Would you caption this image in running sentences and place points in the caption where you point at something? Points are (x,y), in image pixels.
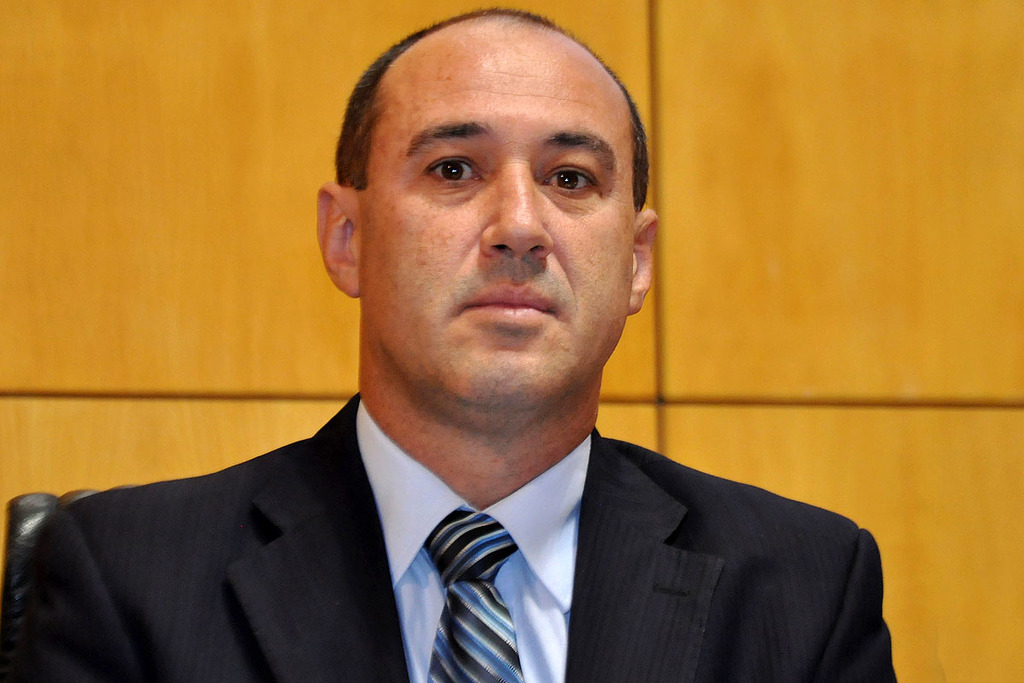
In this image we can see a person (598,579) wearing a suit (599,559) and a wall (722,108) in the background (330,324).
